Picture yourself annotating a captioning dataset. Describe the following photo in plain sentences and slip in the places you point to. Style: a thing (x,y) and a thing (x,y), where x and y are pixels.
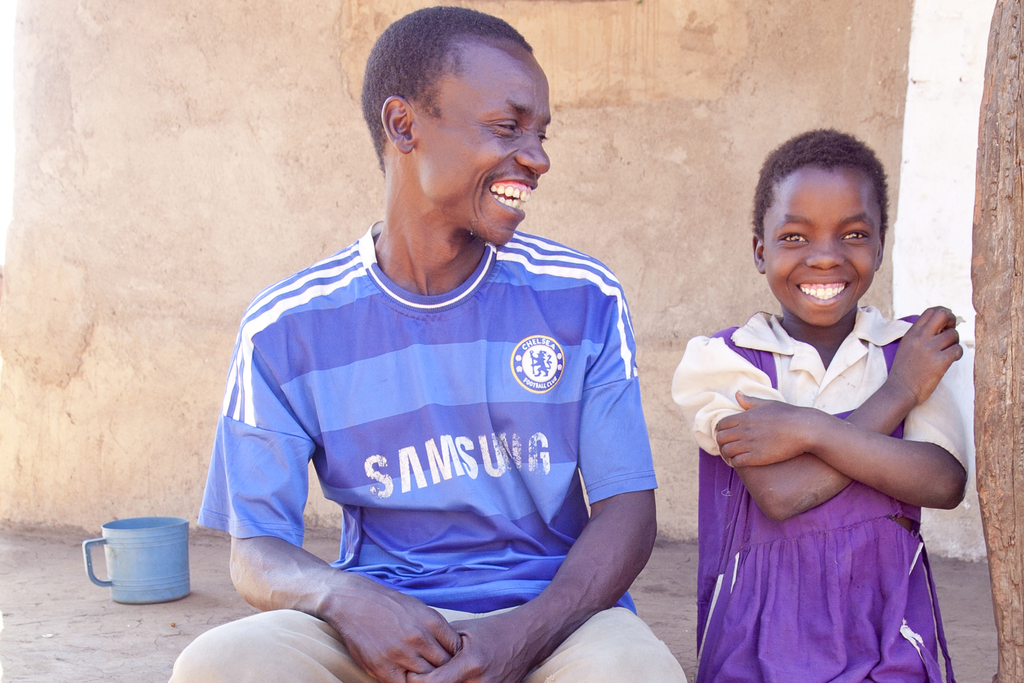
In this image there are two persons (520,447) sitting and smiling. At the left (113,530) there is a cup (141,545), and at the back (126,416) there is a wall (596,119).
